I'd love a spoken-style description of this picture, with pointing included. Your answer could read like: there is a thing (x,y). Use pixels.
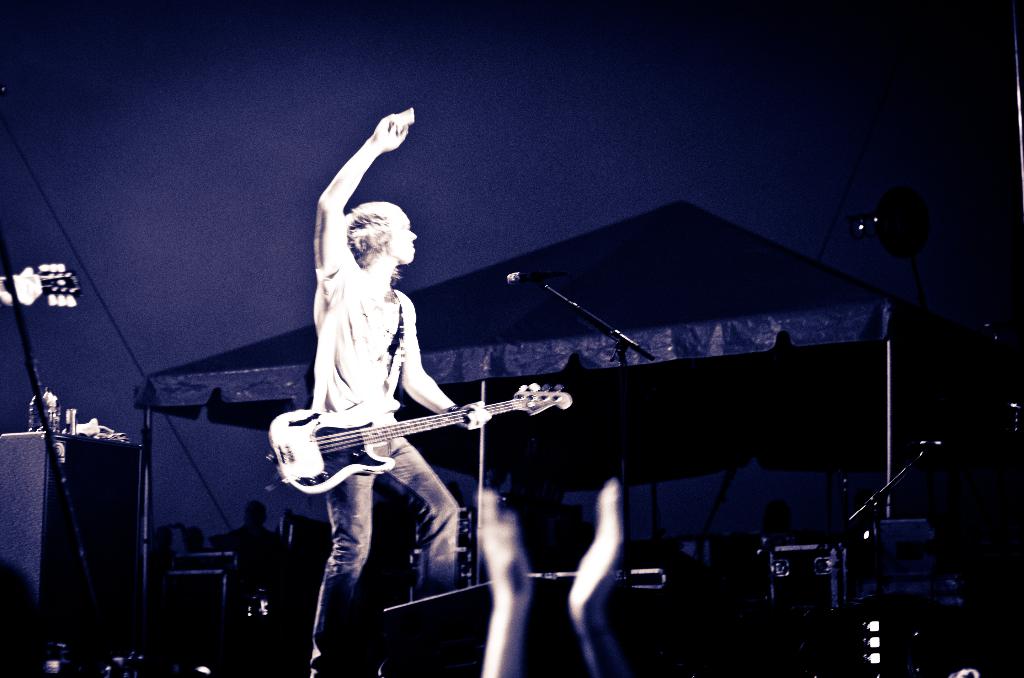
This picture shows a person (357,405) playing a guitar (329,440) in his hands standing in front of a microphone (542,272). In the background (592,334) there is a tent (652,314).
